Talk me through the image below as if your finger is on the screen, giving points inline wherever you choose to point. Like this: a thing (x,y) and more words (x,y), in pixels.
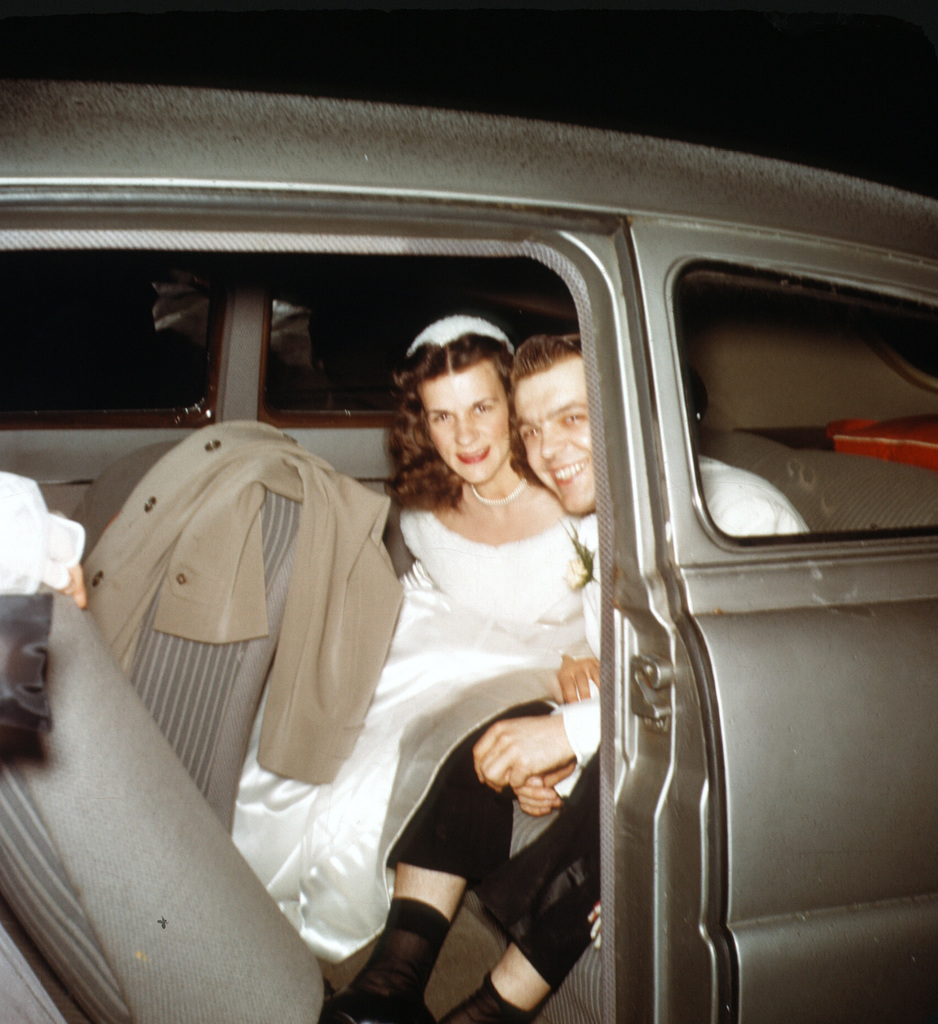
In this picture there is a man (546,440) and a woman (493,569) sitting in a car (514,839). There is a jacket (192,499) and a cloth (70,530).
